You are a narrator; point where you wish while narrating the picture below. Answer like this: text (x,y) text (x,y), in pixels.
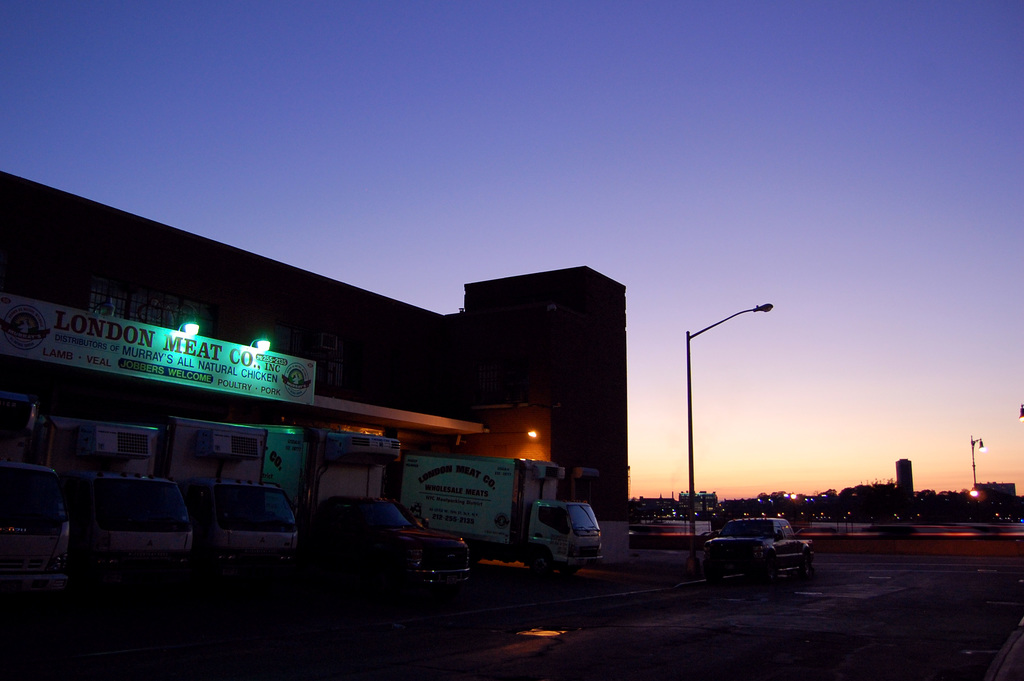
In this picture we can see many vehicles (588,557) which is near to the building (382,408). On the left (309,384) we can see board (69,311) and lights (266,336). On the right (862,516) background (1004,501) we can see trees (925,501), buildings (997,485), road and street lights (978,491). Here we can see a car (719,545) which is near to the street light (719,322). On the top (615,164) there is a sky (542,157).
